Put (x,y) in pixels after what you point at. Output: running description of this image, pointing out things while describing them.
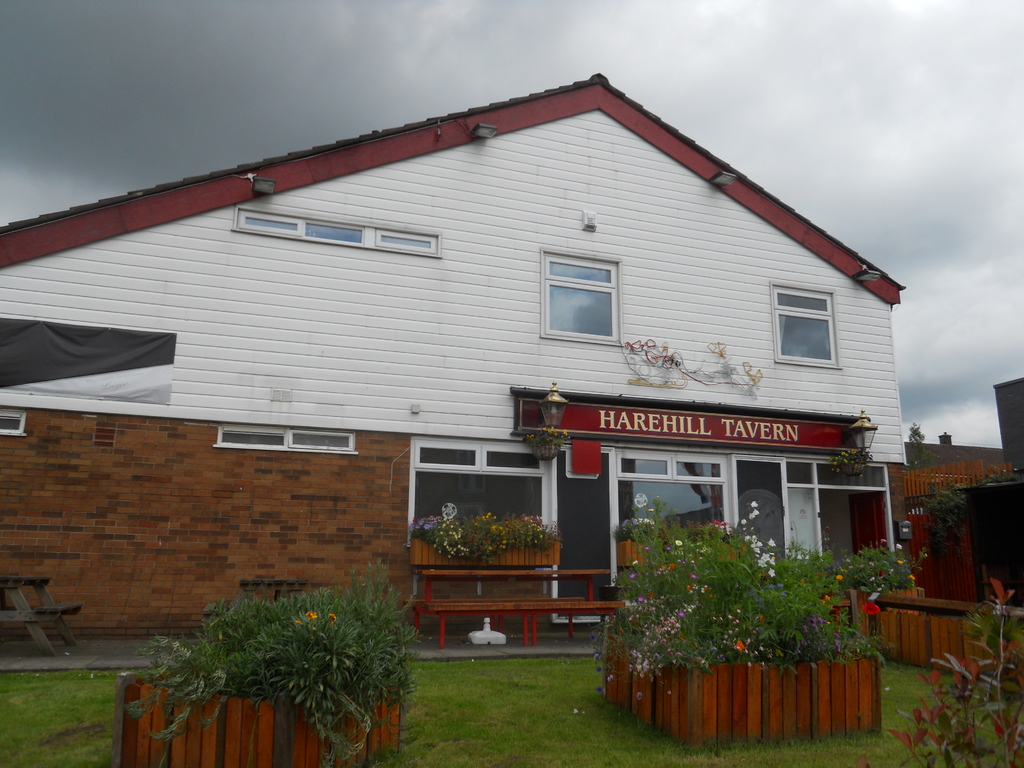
This is the front view of a building (628,468) there is a glass entrance door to the building (649,459), in front of the building (658,445) there is grass (491,686) on the surface (479,682) and there are a few plants (669,621) with flowers (628,622).
